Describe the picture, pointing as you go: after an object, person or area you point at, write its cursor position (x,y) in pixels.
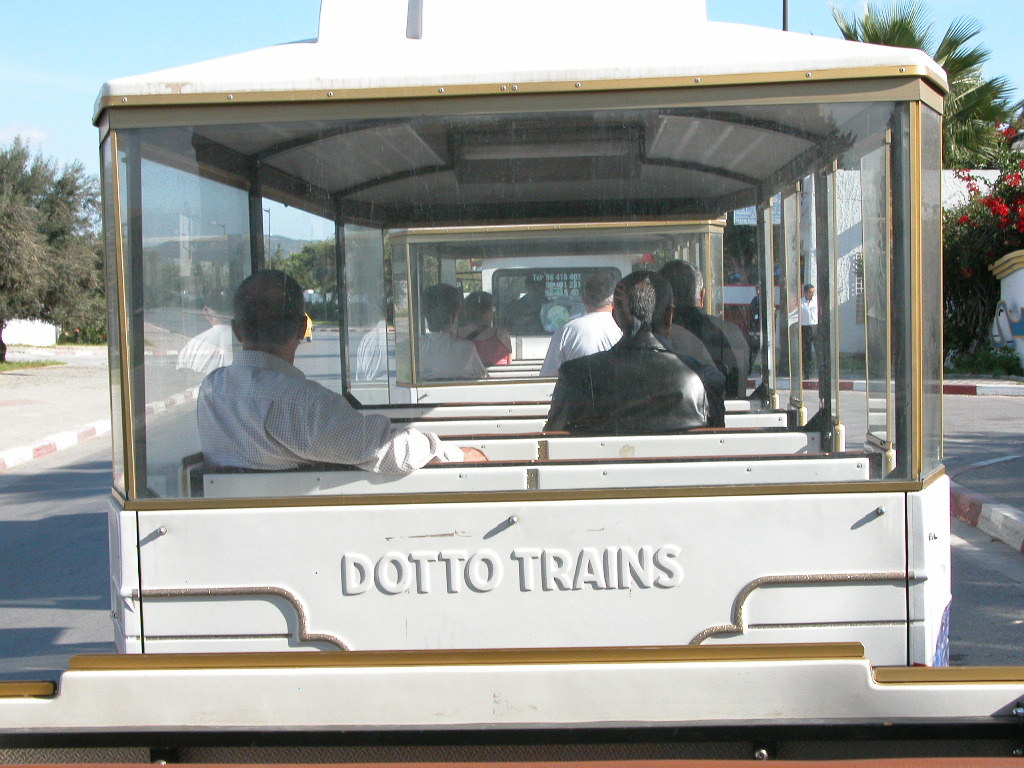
There are few people (585,312) sitting in the vehicle (557,465). These are the glass doors (588,239). I can see the trees (972,153). This looks like a building (962,195). I can see a person (811,320) standing near the building (846,274). This looks like a tree (997,208) with red flowers (1010,206).
